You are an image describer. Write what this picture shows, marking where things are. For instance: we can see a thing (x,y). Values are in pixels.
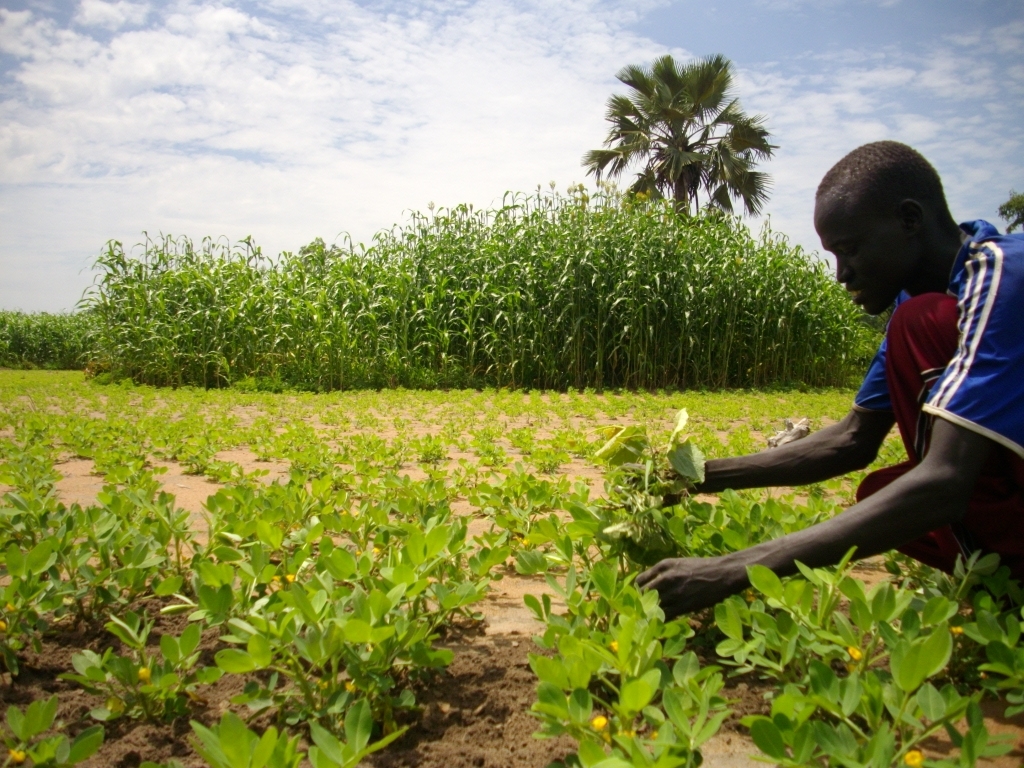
In this picture I can see a person (874,440) holding plants (630,535), around there are some plants (487,277) and trees (636,104).
